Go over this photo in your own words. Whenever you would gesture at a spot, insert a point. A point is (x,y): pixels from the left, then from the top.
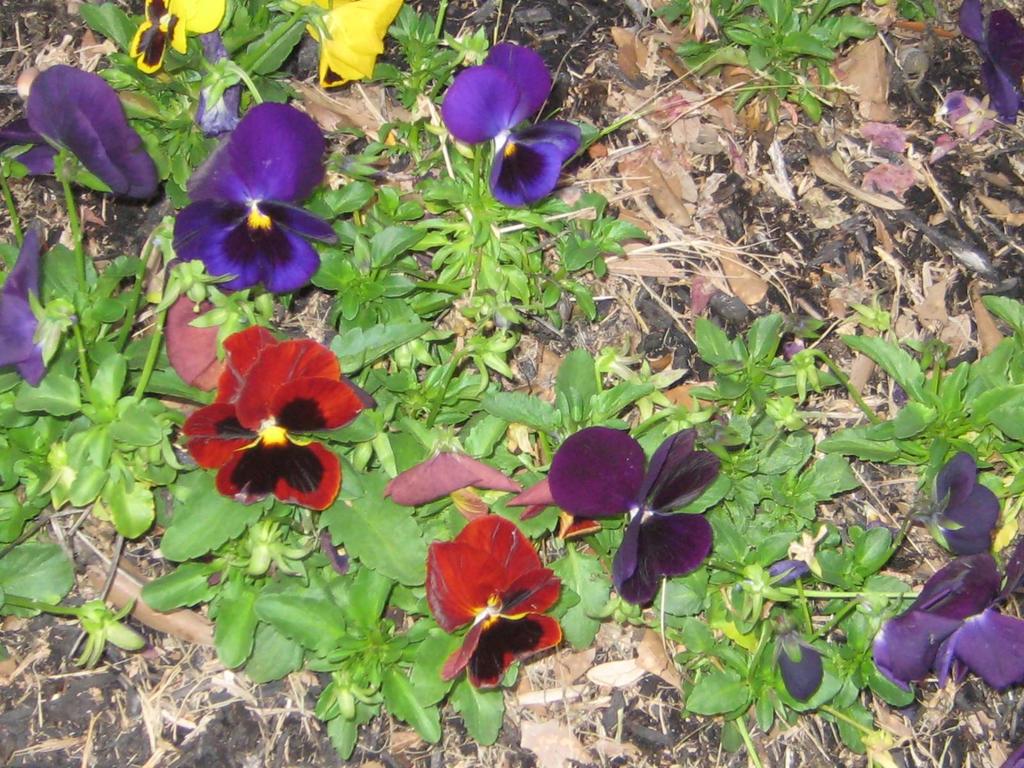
In this picture we can see purple and red flowers plants (414,273) on the ground (183,665).
